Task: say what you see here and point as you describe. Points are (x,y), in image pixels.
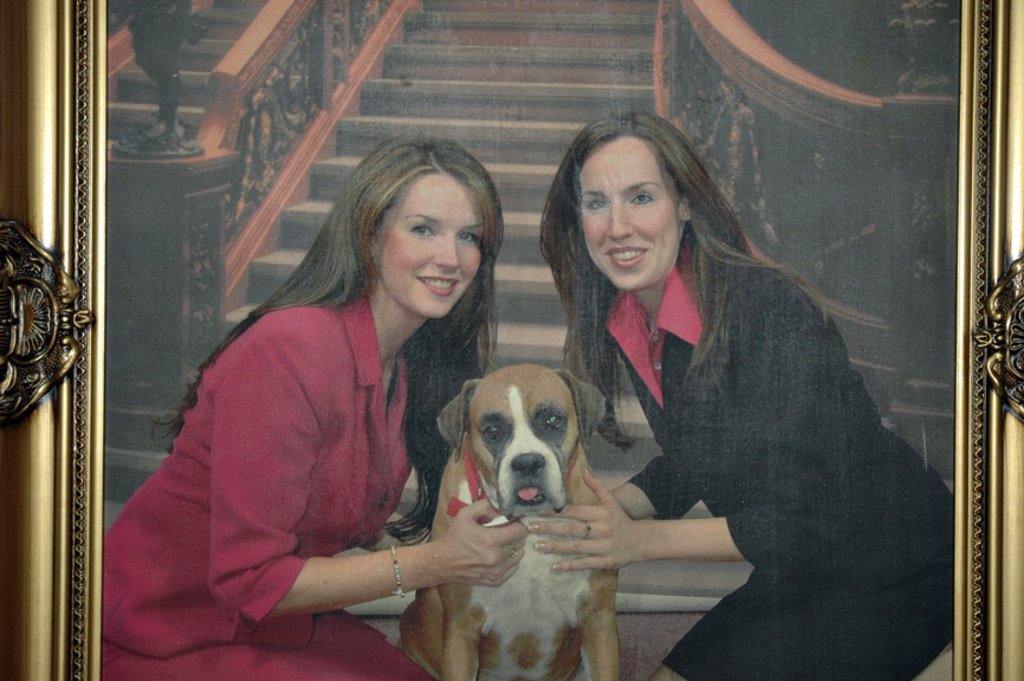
In this image in the middle (460,305), there is a photo frame (598,312) on that on the right (837,385) there is a woman (793,404), she wears a shirt (677,302), she is holding a dog (612,597), she is smiling, her hair (610,132) is long. On the left (318,425) there is a woman (350,425), she wears a shirt (317,417), she is holding a dog (509,492), she is smiling, her hair (493,229) is long. In the middle (510,395) there is a dog (522,451). In the background (616,110) there is a staircase (567,127).
